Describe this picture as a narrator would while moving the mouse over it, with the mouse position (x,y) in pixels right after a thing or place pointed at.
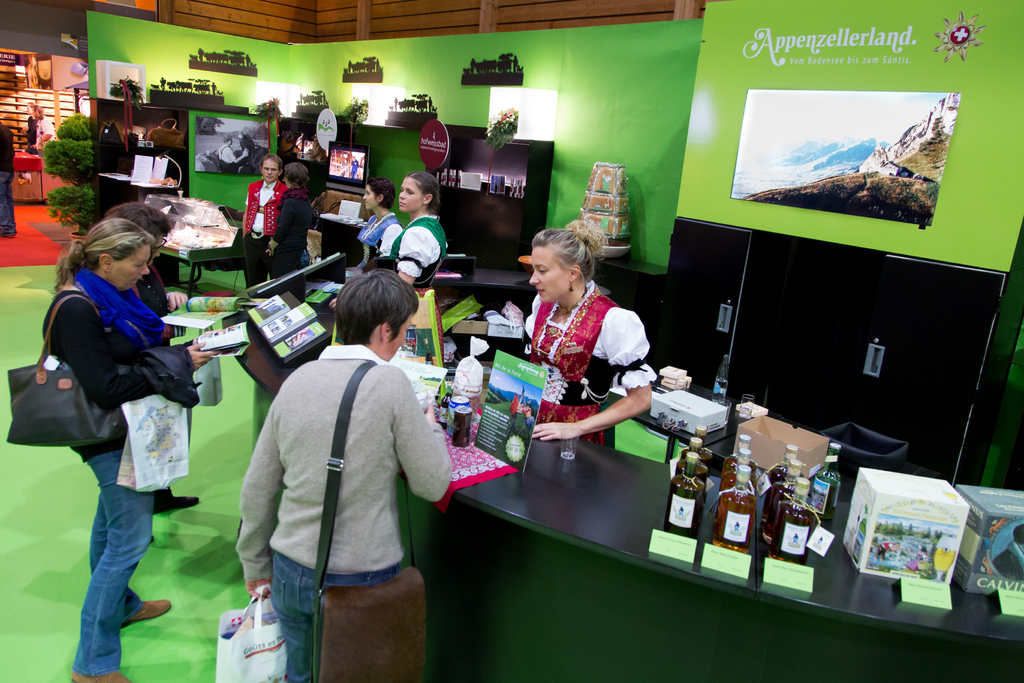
In the image we can see there are people (108,351) who are standing on the floor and on the table (759,537) there are wine bottles (783,493) kept and there is one tv screen (351,172) in between.
